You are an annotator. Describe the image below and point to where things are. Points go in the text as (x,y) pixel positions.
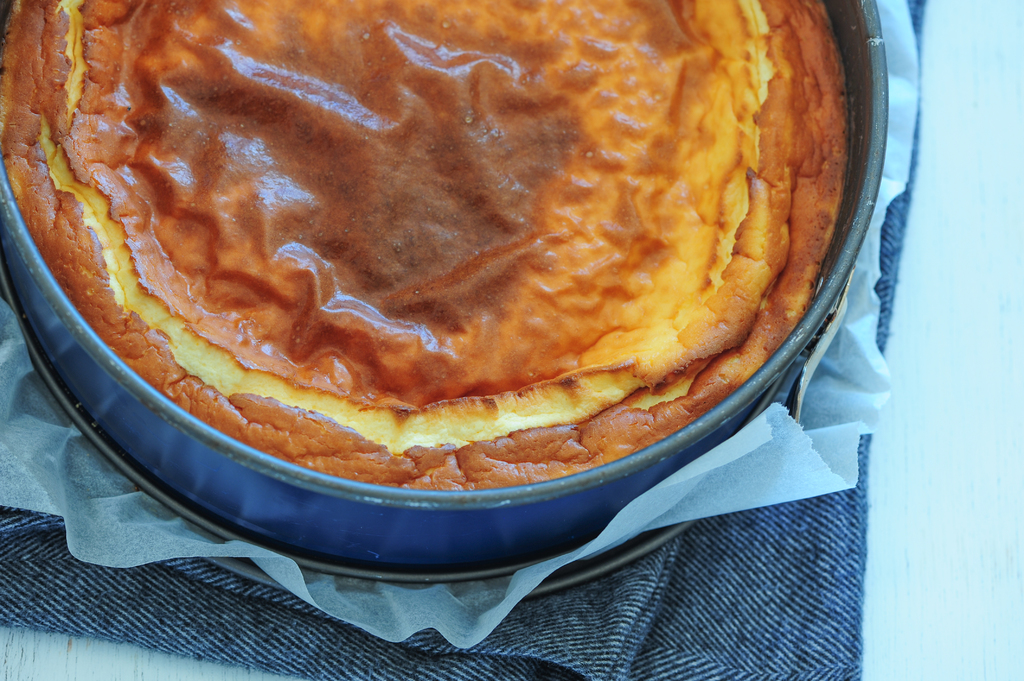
This image is taken indoors. At the bottom of the image (921,572) there is a table (921,248) with a napkin (648,640), a butter paper (663,517), a plate (655,543) and a bowl (242,446) with cake (531,205) on it.
